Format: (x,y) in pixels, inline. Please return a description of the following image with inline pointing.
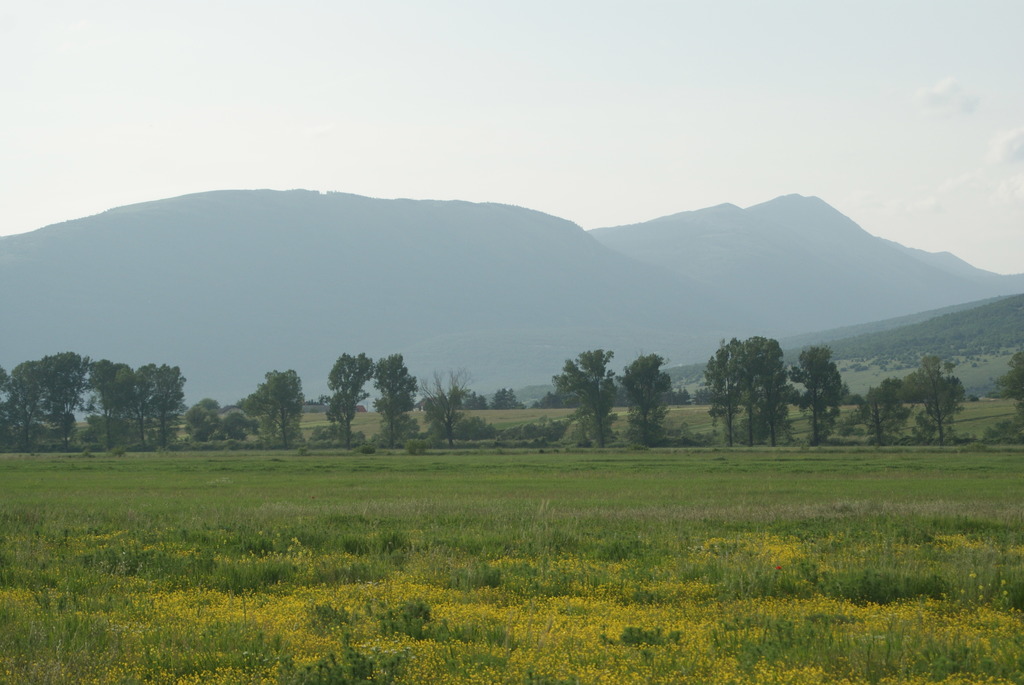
In this picture we can see grass (665,556) on the ground (583,537) and in the background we can see trees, mountains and the sky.
